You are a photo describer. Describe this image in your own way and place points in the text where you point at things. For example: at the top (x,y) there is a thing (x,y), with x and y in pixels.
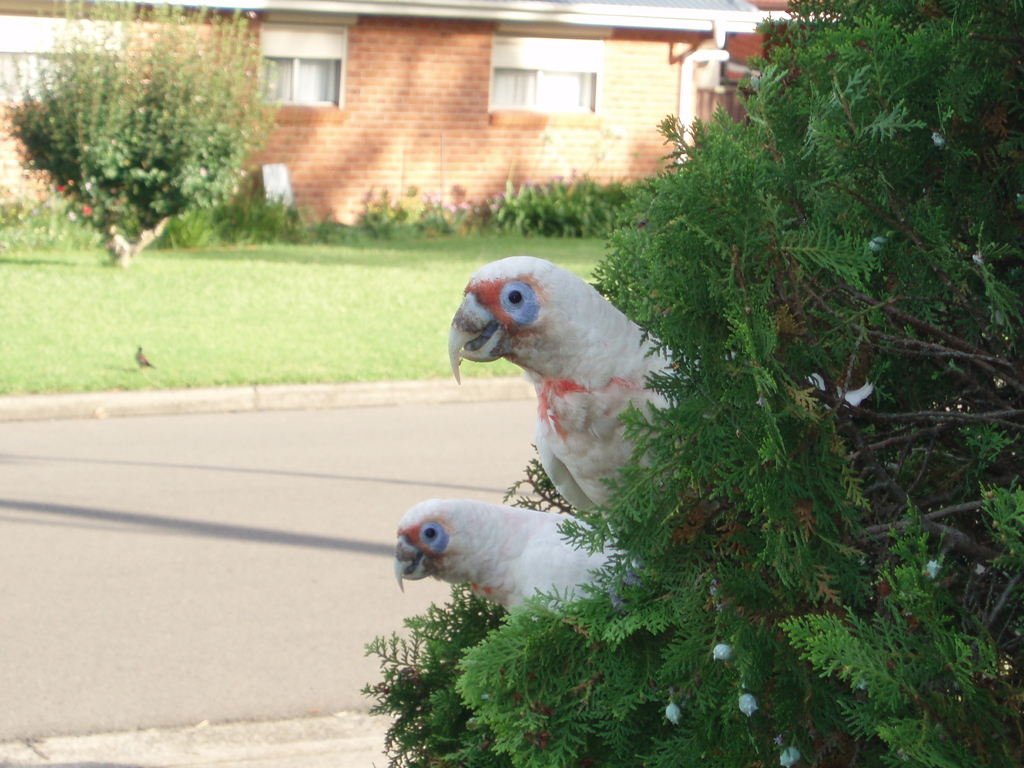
In this image we can see two birds (608,465) and a plant (767,476). Behind the birds (472,295) we can see a building (406,160), grass (169,278) and a group of trees (187,174). On the building (397,116) we can see few windows (270,73).
